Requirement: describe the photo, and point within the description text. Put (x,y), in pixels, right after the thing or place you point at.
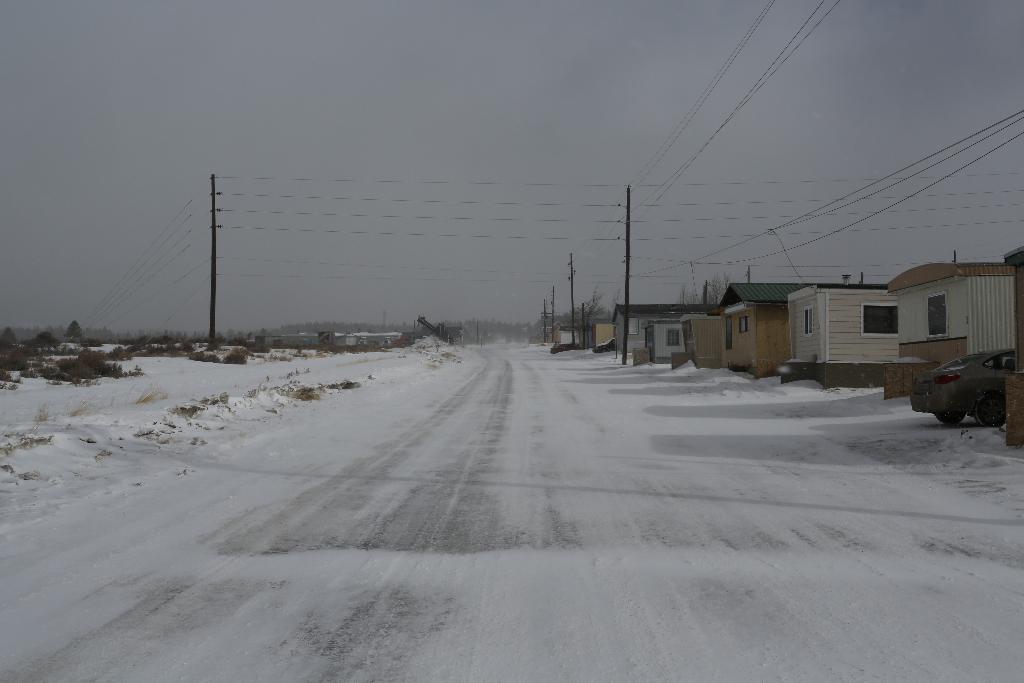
In this picture we can see the road (318,624) with snow (134,548) on it, poles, wires (498,181), houses (986,323) with windows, car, trees (292,328) and in the background (465,320) we can see the sky (737,195).
